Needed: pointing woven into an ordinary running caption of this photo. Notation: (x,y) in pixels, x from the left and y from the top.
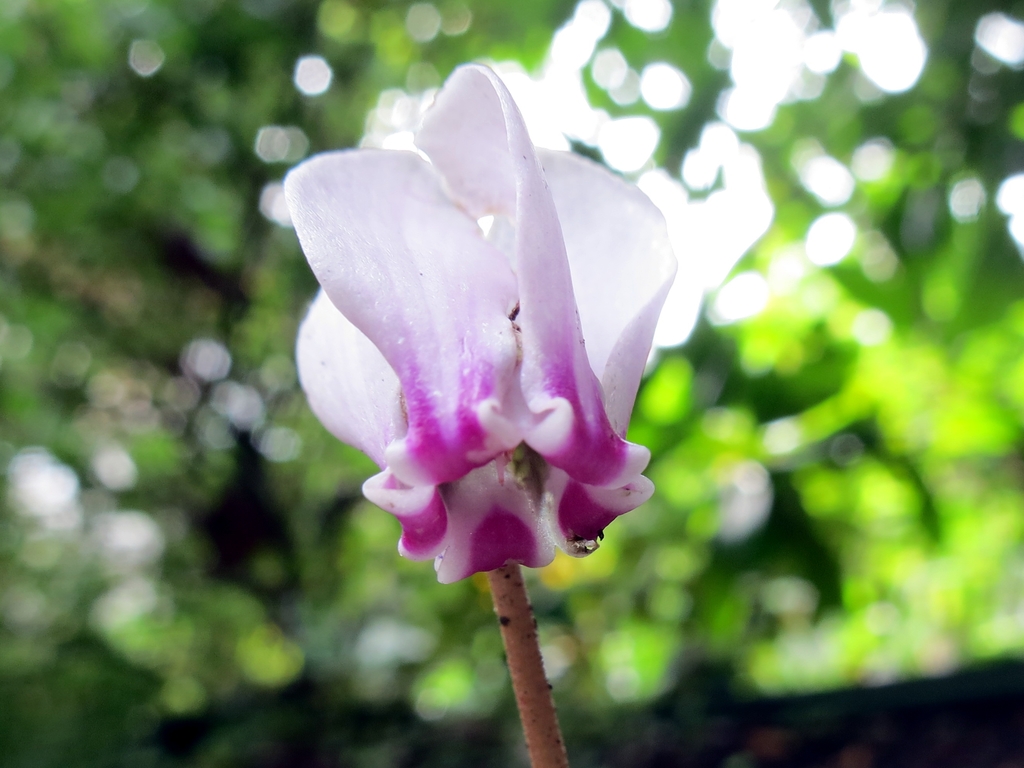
In this image we can see a flower (531,343) and the background (975,245) is blurred.
